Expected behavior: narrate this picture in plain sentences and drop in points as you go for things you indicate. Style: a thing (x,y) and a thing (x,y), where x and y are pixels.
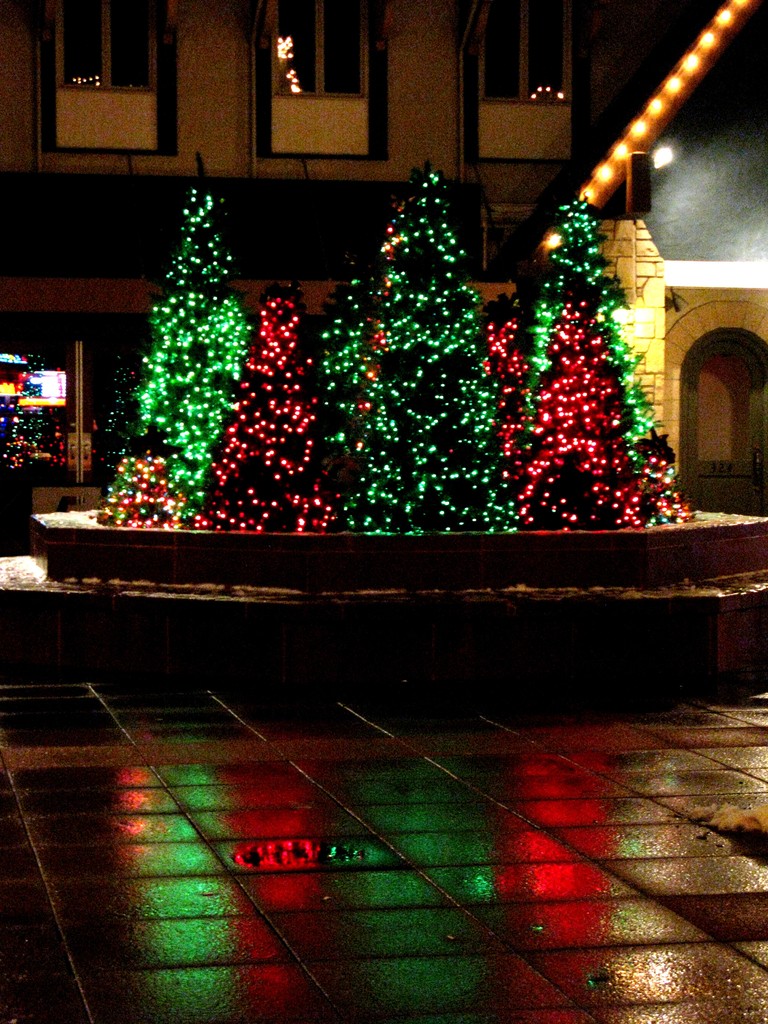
In this picture I can see decorative lights (284,326). I can see trees (399,349). I can see the glass windows (149,72).
